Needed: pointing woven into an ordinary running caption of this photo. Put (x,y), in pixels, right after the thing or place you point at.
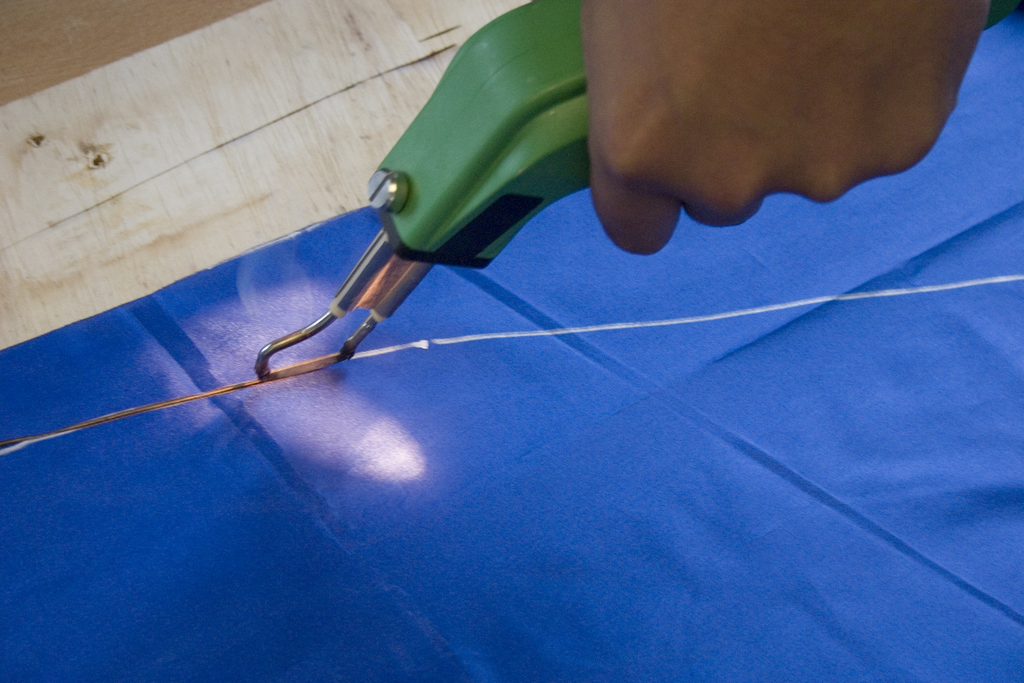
Here in this picture we can see a person (590,114) cutting a cloth (270,278) with the help of machine (544,131) present in his hands (628,107).
